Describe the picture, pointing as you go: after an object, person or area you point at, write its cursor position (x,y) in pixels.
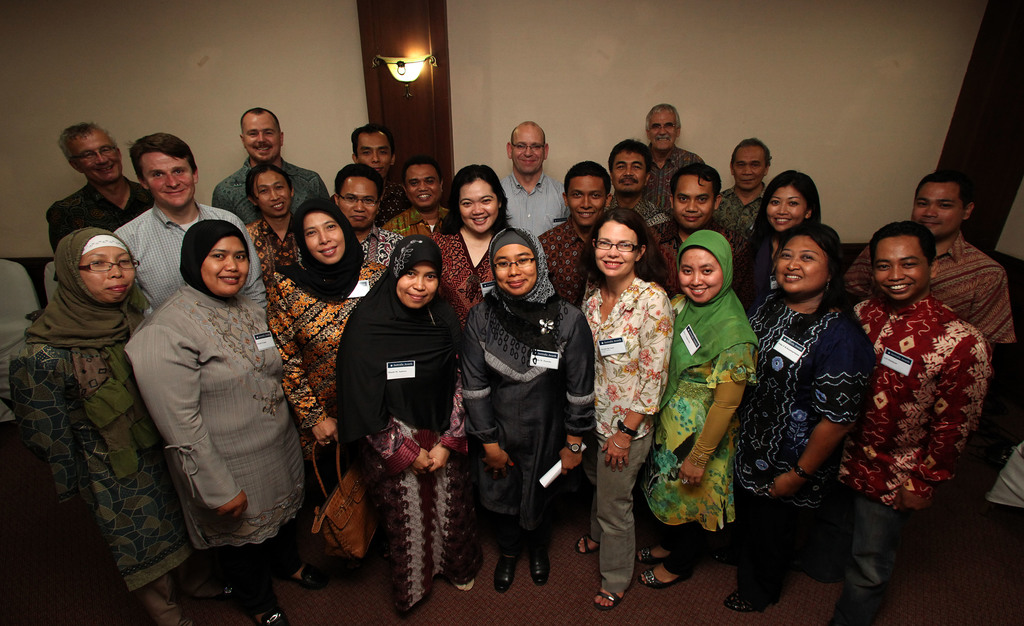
This image consists of many people (226,466). Some are wearing ID cards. At the bottom (425,602), there is a floor (418,621). In the background (603,103), we can see a wall (322,8) along with a lamp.
